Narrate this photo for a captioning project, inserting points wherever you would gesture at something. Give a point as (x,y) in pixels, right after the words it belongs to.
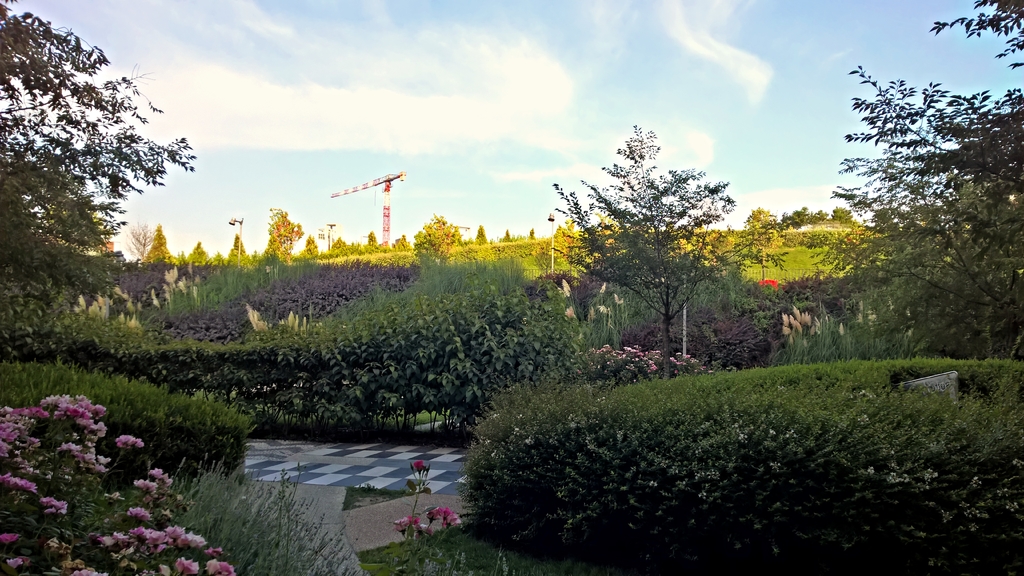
In this image I can see many plants (372,363) and trees (604,270). I can see some pink color flowers (113,538) to the plants (82,488). In the back (385,237) there is a pole (391,207), clouds (437,121) and the blue sky (826,58).
